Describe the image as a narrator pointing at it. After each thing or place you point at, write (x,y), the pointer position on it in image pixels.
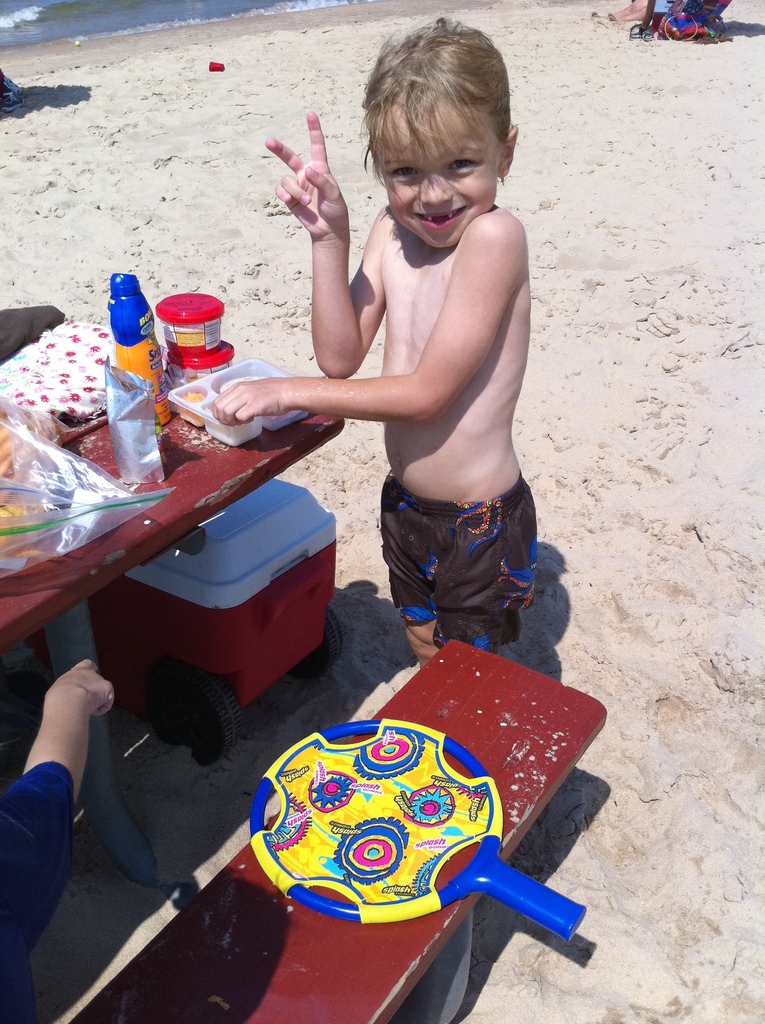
In the picture we can find a girl (443,354) standing in the sand (642,137) near to the table (309,440) and she is smiling on the table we can find boxes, food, cloth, plastic bag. Under the table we can find a box (112,609) and bench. In the background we can see the water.
